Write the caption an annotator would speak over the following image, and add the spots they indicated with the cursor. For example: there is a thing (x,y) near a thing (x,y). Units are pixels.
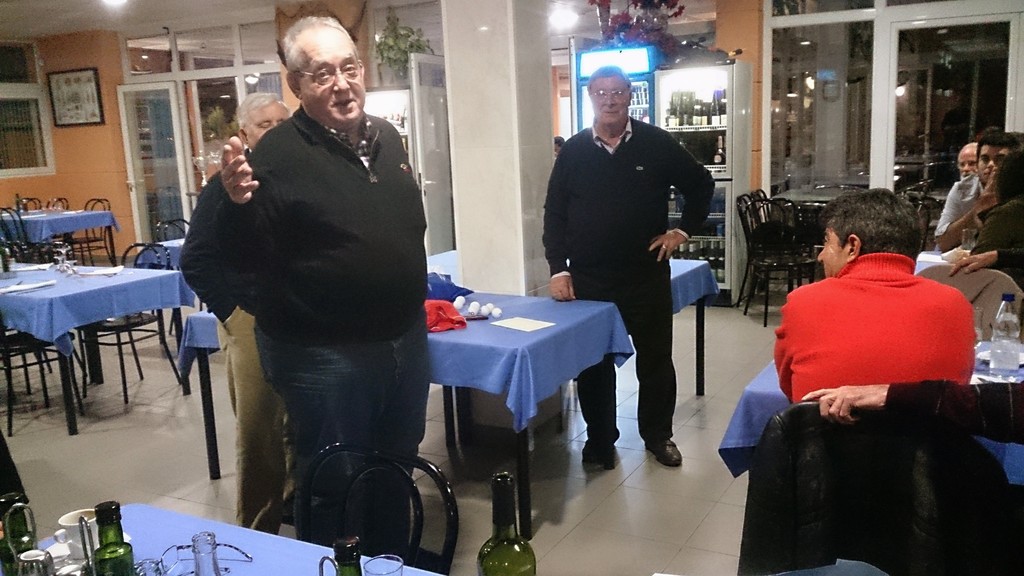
In this image I can see people (835,244) where few of them are sitting on chairs (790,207) and few are standing. I can also see number of tables (90,286) and chairs (11,338). Here I can see few bottles (348,566), a glass (388,570) and a mug (79,525).
